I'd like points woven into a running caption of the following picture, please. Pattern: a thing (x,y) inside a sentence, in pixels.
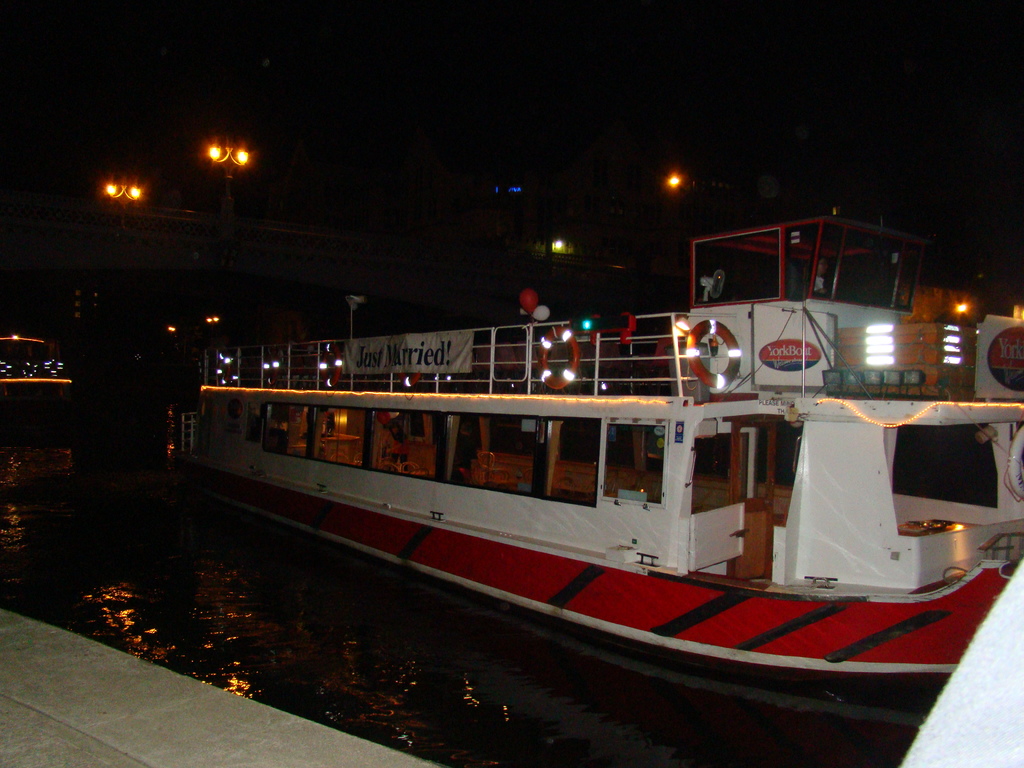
This picture shows a bridge (396,260) and couple of boats (399,389) in the water (85,489) and we see pole lights (221,158) and lights (515,397) on the boat (347,385).
